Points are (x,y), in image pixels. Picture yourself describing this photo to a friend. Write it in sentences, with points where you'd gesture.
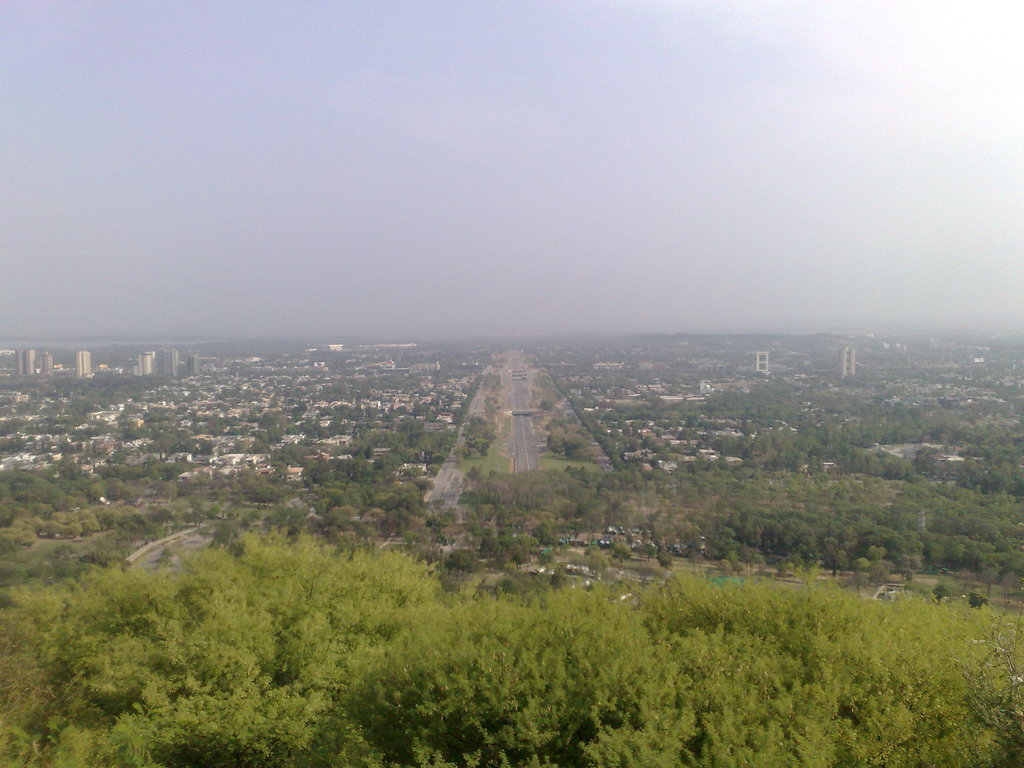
In this image we can see trees (495,632), roads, and buildings (26,369). In the background (679,304) there is sky (693,139).
